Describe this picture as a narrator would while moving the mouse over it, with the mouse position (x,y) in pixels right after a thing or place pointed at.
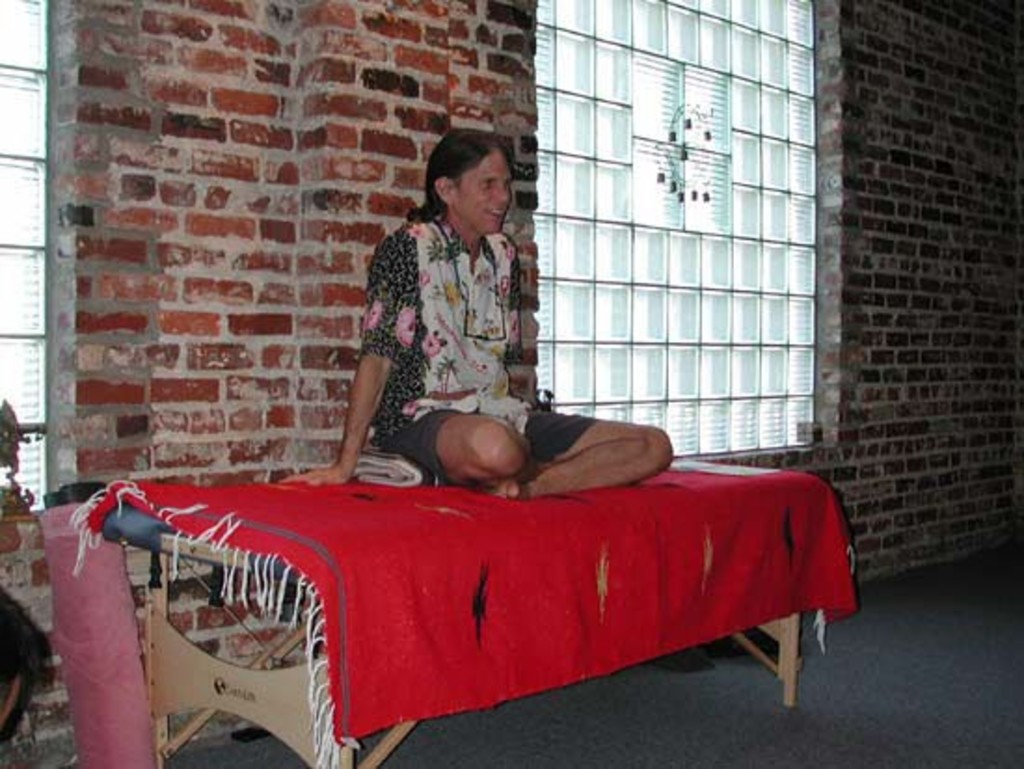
In this image, we can see a person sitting on a table (749,579) covered with red cloth (451,569). We can see the brick wall (296,99). We can see some glass (699,318). We can see the ground (930,742) with an object (89,645).
